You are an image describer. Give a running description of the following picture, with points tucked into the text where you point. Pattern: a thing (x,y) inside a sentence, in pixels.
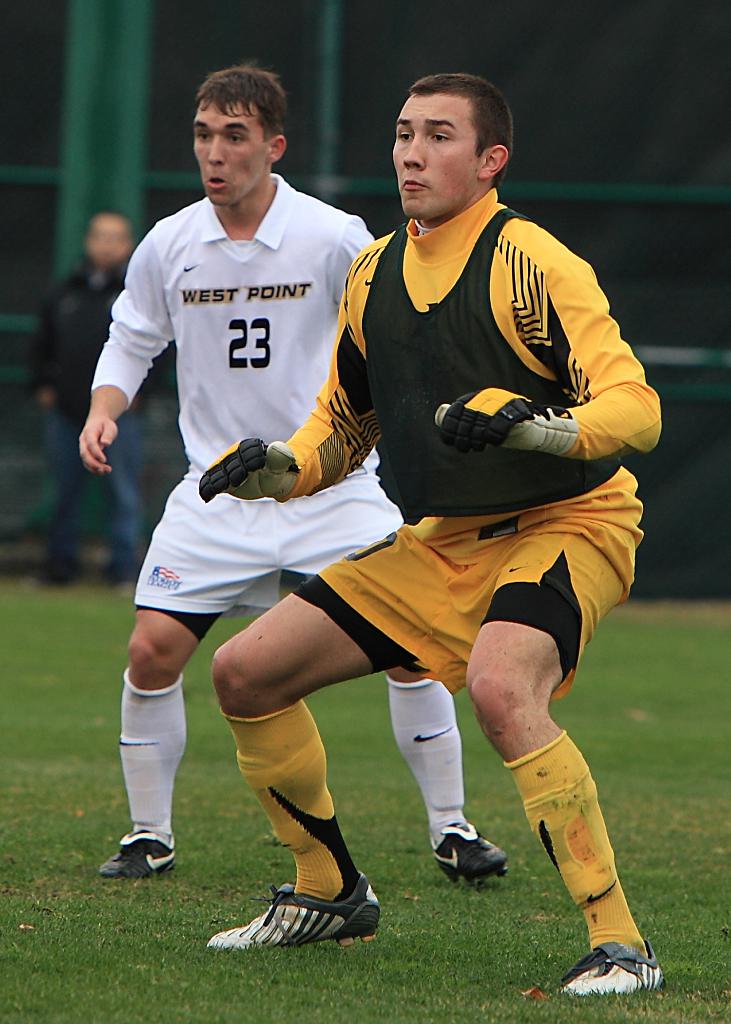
In this image, we can see people (210,433) and are wearing sports dress (311,536), one of them is wearing gloves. In the background (325,64), there are rods (141,57) and at the bottom (129,955), there is ground (118,888).
